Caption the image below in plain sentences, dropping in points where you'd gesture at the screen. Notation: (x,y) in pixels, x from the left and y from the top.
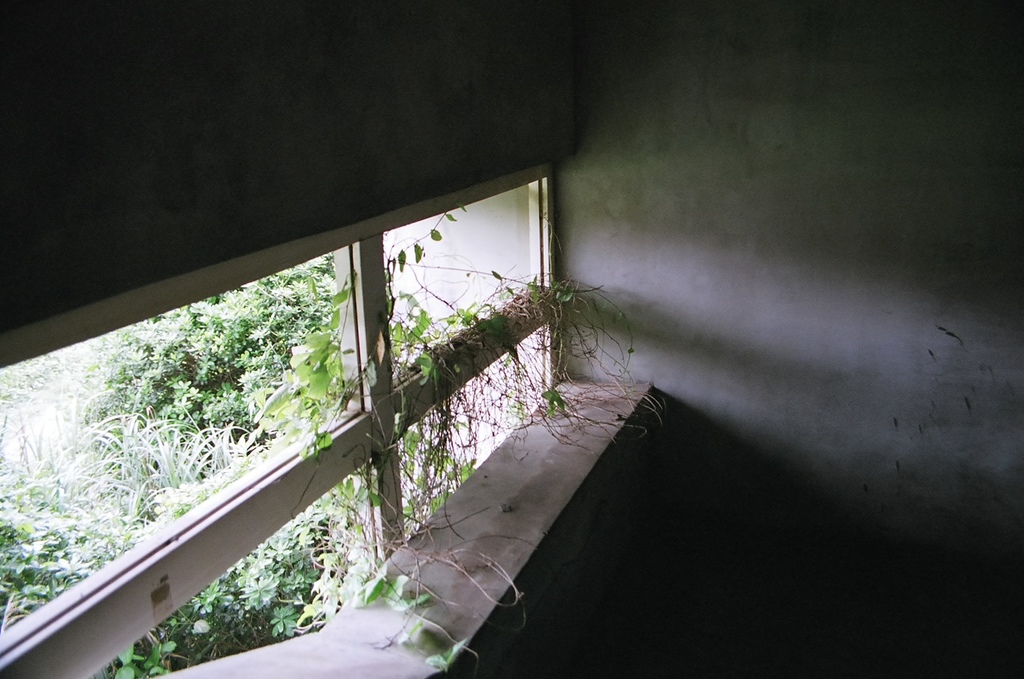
In the picture I can see a wall (820,352) and windows (371,413). On the left side of the image (283,429) I can see plants (257,451).
